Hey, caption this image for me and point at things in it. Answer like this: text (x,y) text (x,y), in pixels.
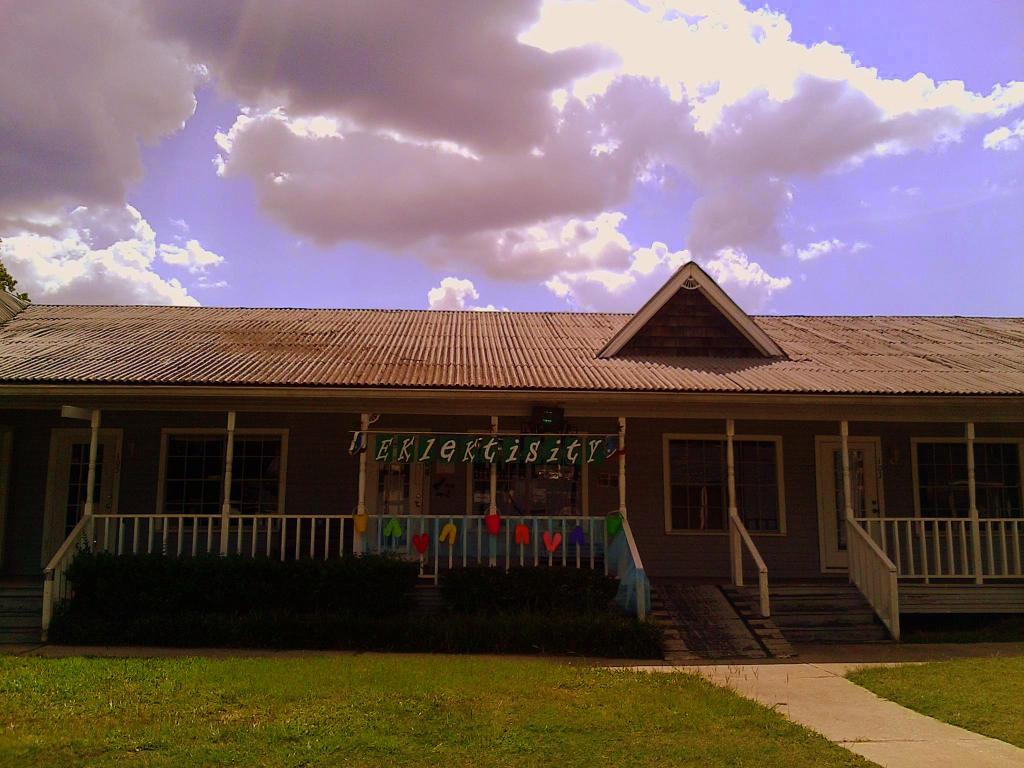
In this image, we can see a house (906,501). We can see some stairs (809,623) and the railing (592,542). We can also see some objects (619,563) on the railing (445,568). We can see the ground (388,701) covered with grass (396,721), plants (564,567). We can also see the sky (333,16) with clouds (313,165).
